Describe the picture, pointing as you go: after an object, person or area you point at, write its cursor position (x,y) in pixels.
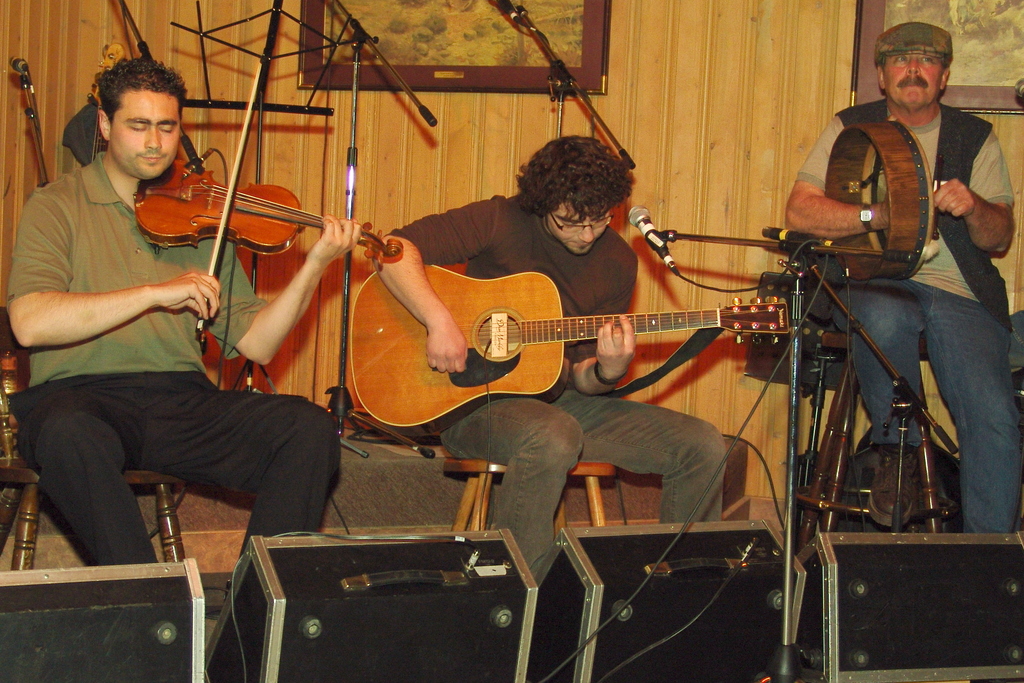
In this image we can see a group of persons (408,260) are sitting on the chair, and playing the musical instruments (362,315), and here is the micro phone (654,237) and stand (717,240), and at back (721,14) here is the wall (700,31) and photo frame (410,63) on it.
